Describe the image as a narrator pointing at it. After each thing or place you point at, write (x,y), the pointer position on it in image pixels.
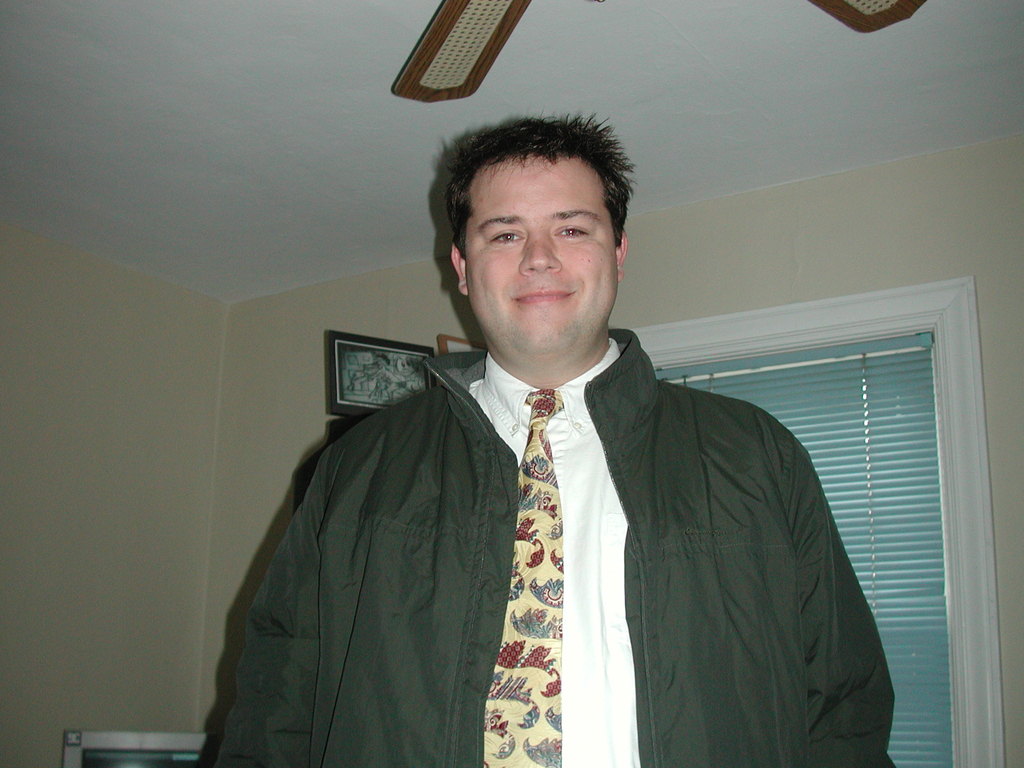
In this picture we can see a man (499,189) wore a jacket (653,586), tie (548,557) and smiling and at the back of him we can see frames (395,357) on the wall (249,364), curtain (743,381), ceiling (262,136) and some objects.
